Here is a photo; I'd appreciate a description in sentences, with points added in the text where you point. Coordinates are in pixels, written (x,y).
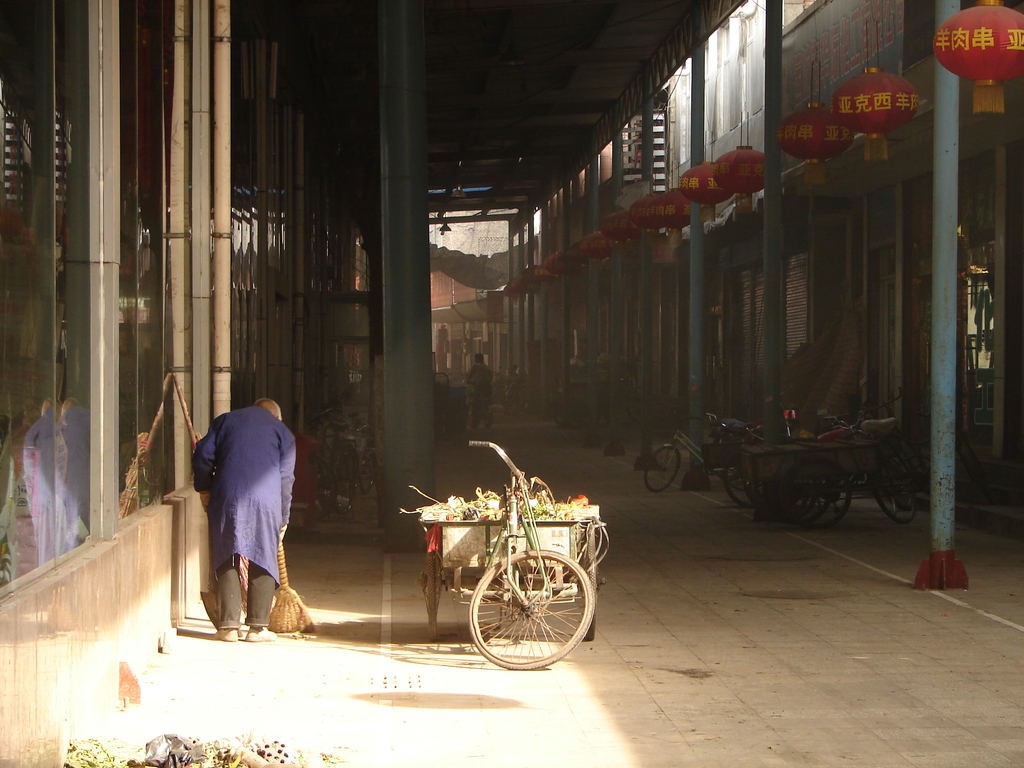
In this image there is a person (246,535) sweeping on the pavement (246,646), beside him there is a vehicle (510,572) with trash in it and there are a few vehicles (806,476) parked, there is a person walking on the road (337,570). On the left (85,300) and right side of the image (886,283) there are buildings (200,266) and poles (646,301), there are some lanterns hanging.
